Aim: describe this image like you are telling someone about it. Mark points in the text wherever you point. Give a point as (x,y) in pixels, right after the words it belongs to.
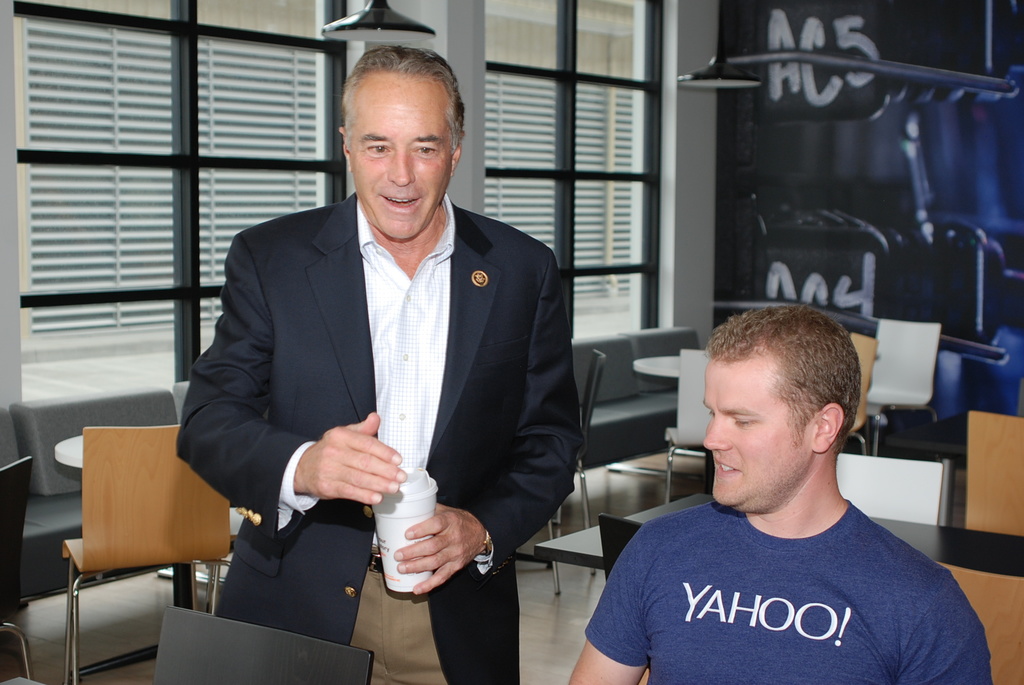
The picture is inside the office (667,350), there are two men (695,568), one person (729,586) is sitting and another person (342,403) is standing both of them are talking to each other in the background (934,391) there are some chairs (933,463) and tables (659,375), a window (601,157) and a white color wall (694,286).
